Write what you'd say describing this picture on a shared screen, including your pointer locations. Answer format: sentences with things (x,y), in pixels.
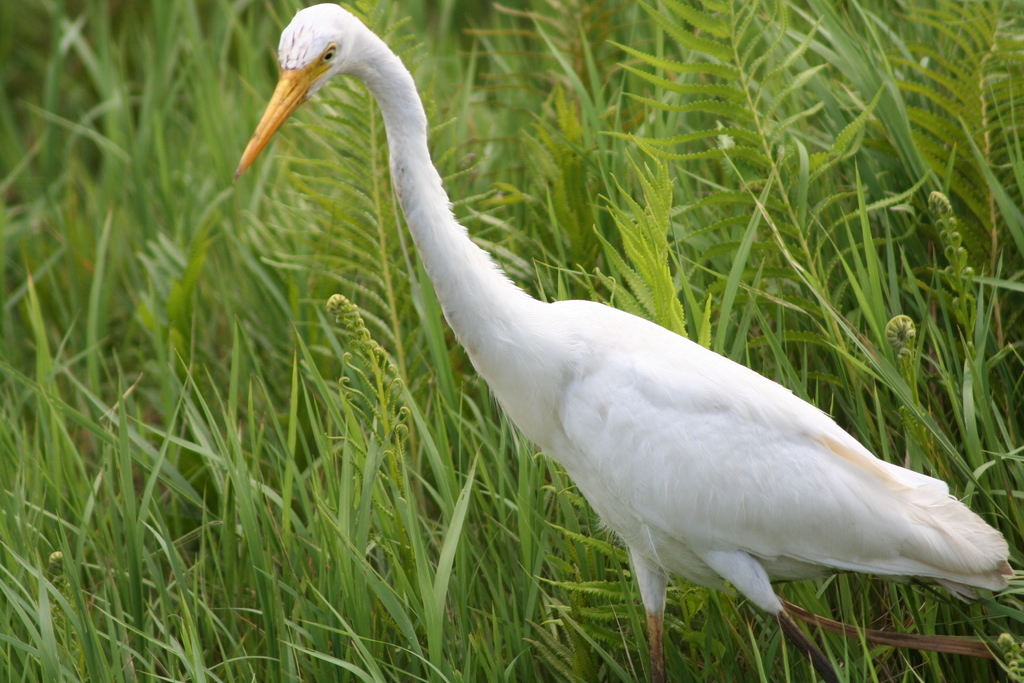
There is a white crane (633,371) with yellow beak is in the grasses (518,245).
